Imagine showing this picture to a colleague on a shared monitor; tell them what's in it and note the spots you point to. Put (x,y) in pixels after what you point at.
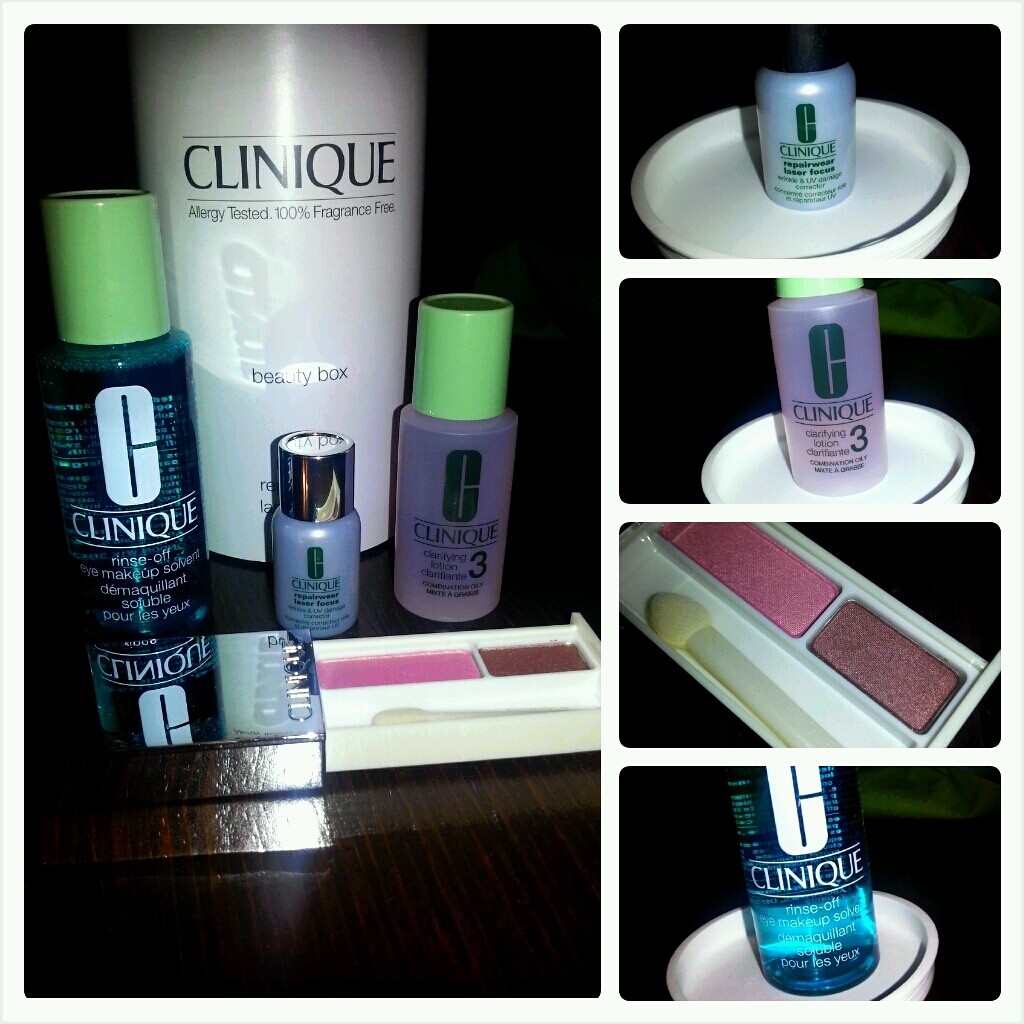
In this image i can see few bottles (342,468) and a makeup kit (435,648) on a table (456,830).
